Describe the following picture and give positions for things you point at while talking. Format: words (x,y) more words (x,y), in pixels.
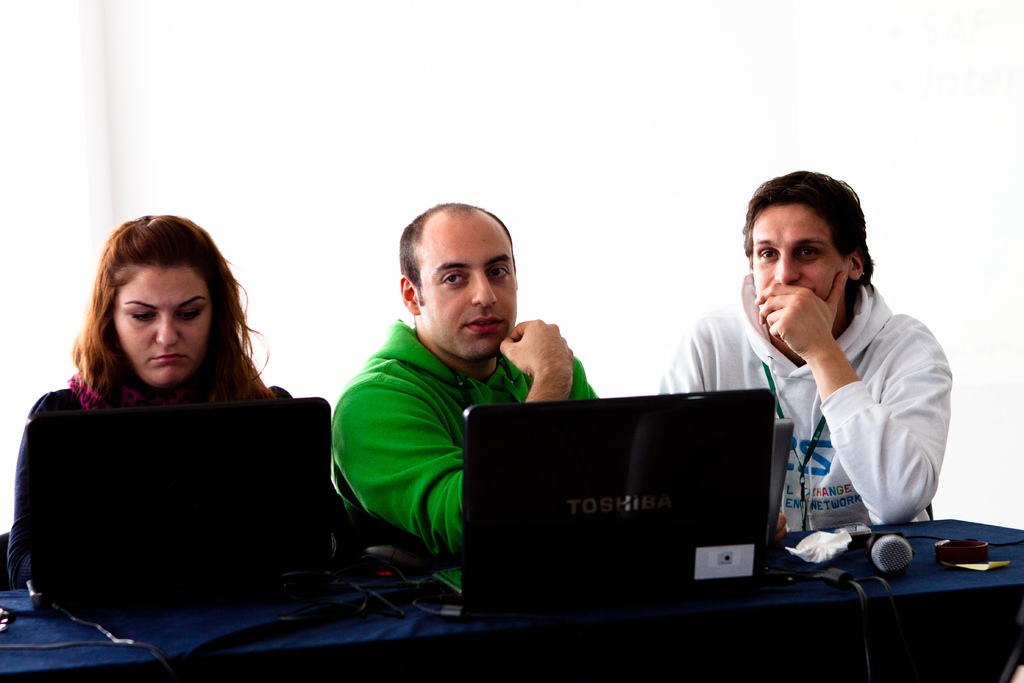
This picture shows few people (533,337) seated on the chairs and we see couple of laptops (527,574) and a microphone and a watch (967,559) on the table (203,650) and we see a white background (668,44) on the back (611,44).
